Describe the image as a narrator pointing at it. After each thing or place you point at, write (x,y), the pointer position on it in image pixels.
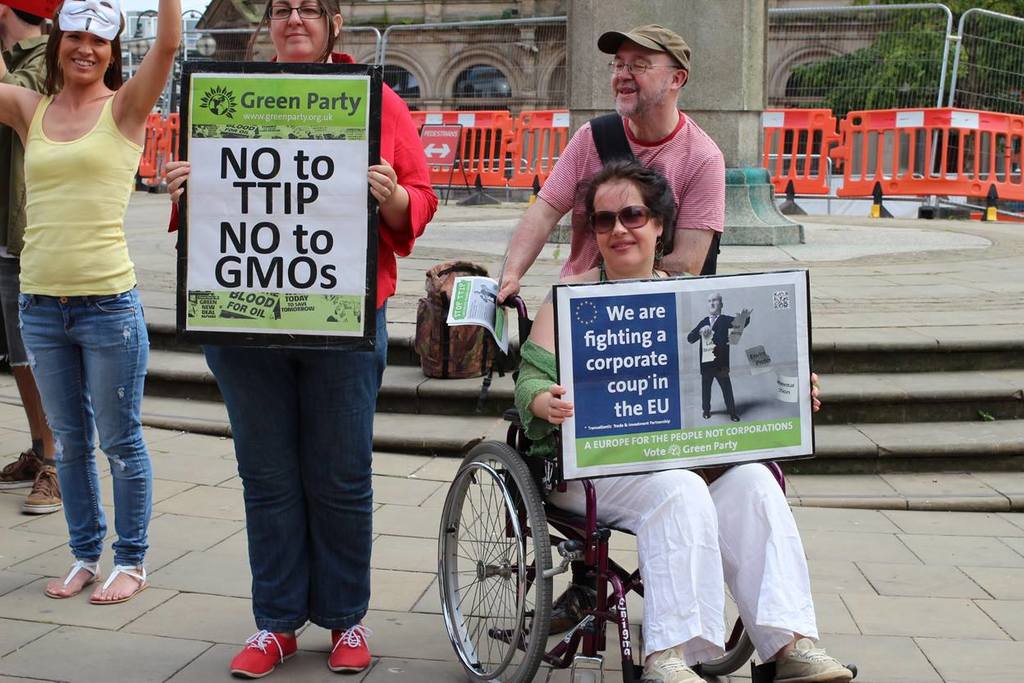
In the image there are a group of people (58,121) in the foreground (545,426) and few of them are holding some posters (293,296) in their hands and behind them there is a pavement (206,405), pillar (589,59) and in the background (427,45) there is a building (439,41).
